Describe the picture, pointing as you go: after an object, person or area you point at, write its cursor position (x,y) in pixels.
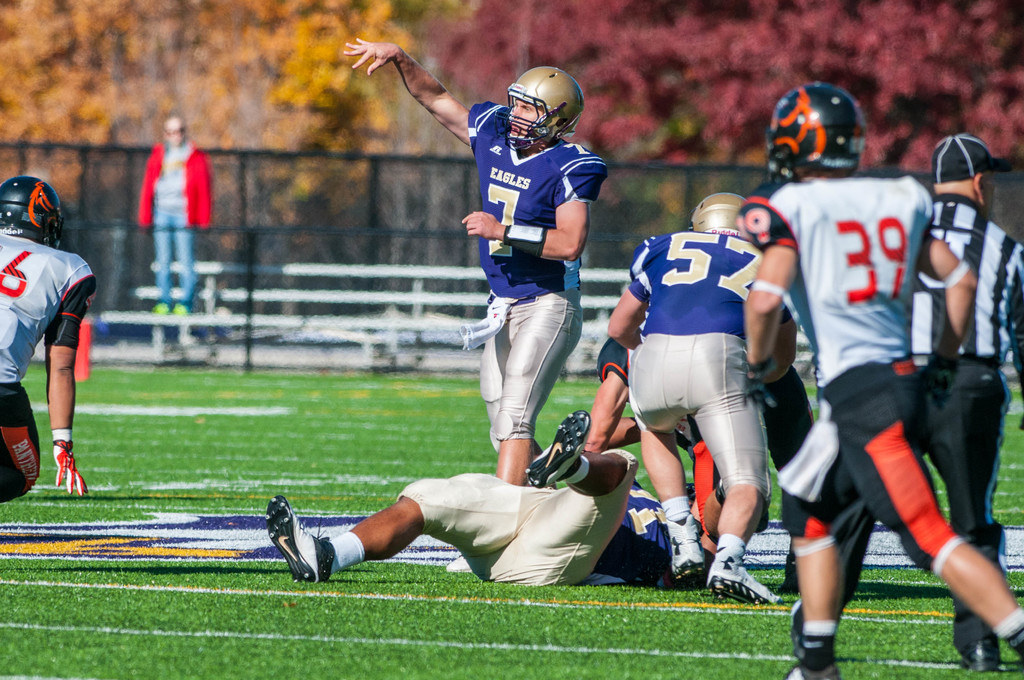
The picture is taken in a american football. On the right side (769,239) there are players (864,321) playing game. On the left (88,268) there is a person (28,425) running. In the foreground (132,494) there is grass (226,403). The background (191,57) is blurred. In the background (173,71) there are trees (668,84), fencing (355,249) and benches (450,293).
